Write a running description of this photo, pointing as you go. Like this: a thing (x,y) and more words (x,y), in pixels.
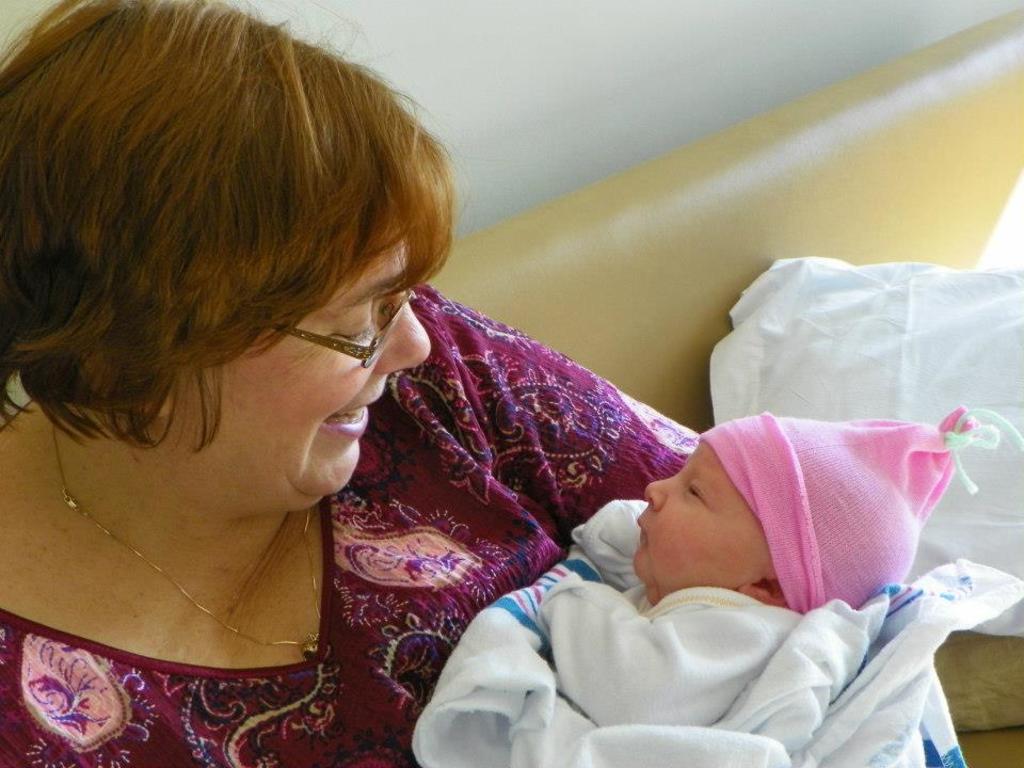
In the picture I can see a woman (183,581) wearing purple color dress (503,550), chain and spectacles (376,335) is carrying a child (824,633) in her hands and sitting on the sofa (531,279). Here we can see a white color pillow (862,396) and the white color wall (617,152) in the background (614,57).
